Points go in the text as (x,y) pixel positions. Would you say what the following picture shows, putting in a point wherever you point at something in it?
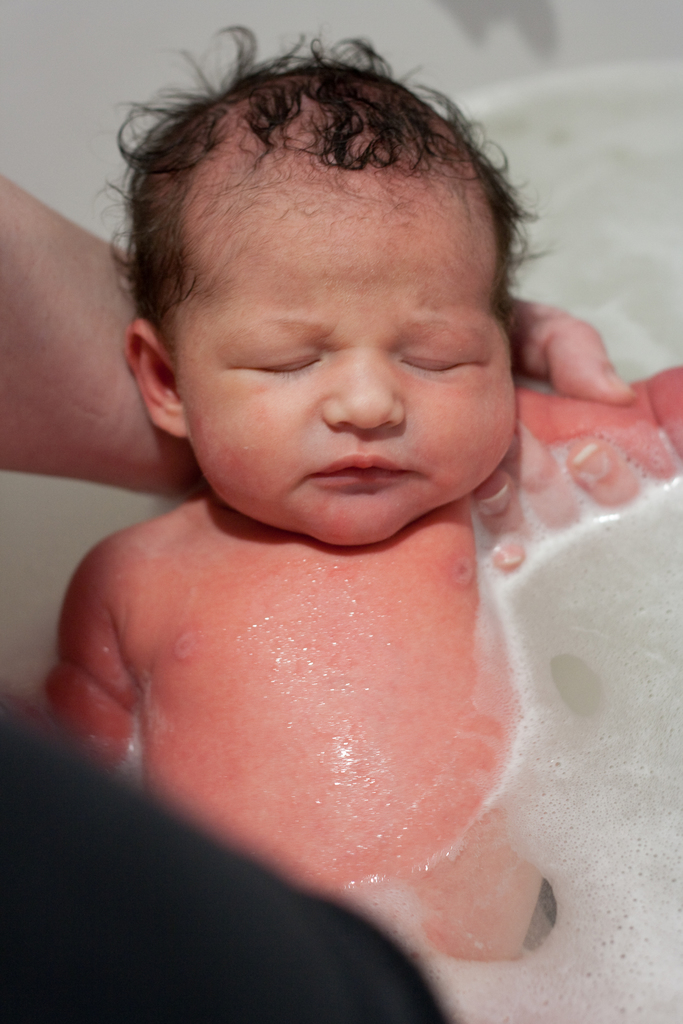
In this image there is one baby (210,423) who is in water (528,722), and one person (2,374) is holding the baby (565,406). And there is some water (565,623) on the right side of the image (538,736), at the bottom (149,901) there is a shadow (186,937) is visible.
